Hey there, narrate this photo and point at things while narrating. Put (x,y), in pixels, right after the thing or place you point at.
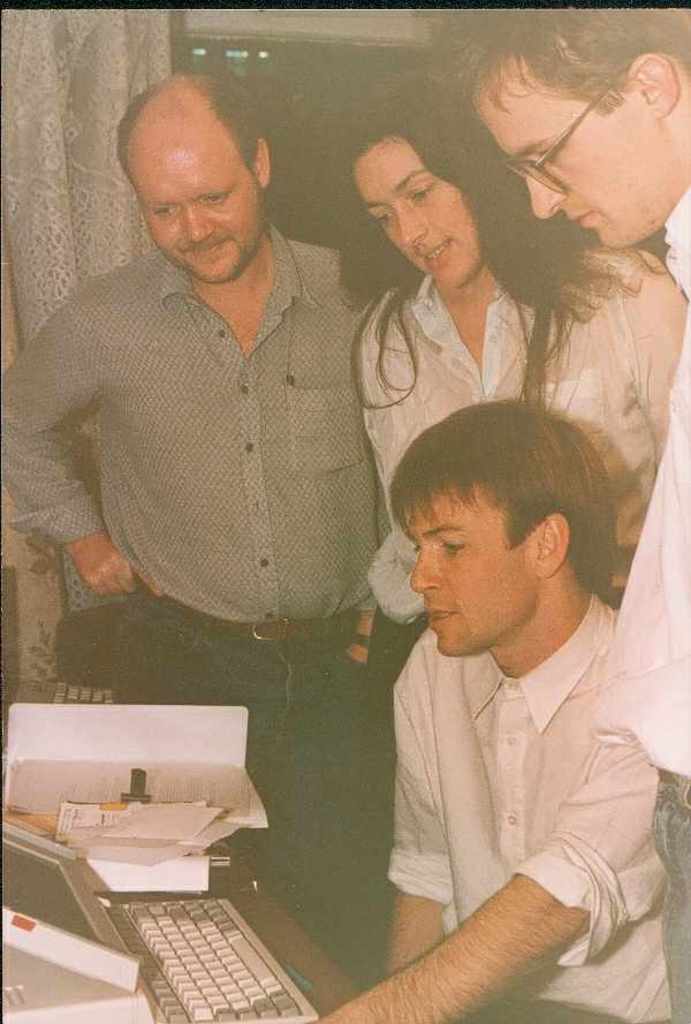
In this image there are persons (241,378) standing and sitting. At the bottom left (204,1006) there is a keyboard (174,997) on the table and there are papers (148,836) and there is a monitor (67,955). In the background (99,137) there is a curtain (75,124) which is white in colour.
